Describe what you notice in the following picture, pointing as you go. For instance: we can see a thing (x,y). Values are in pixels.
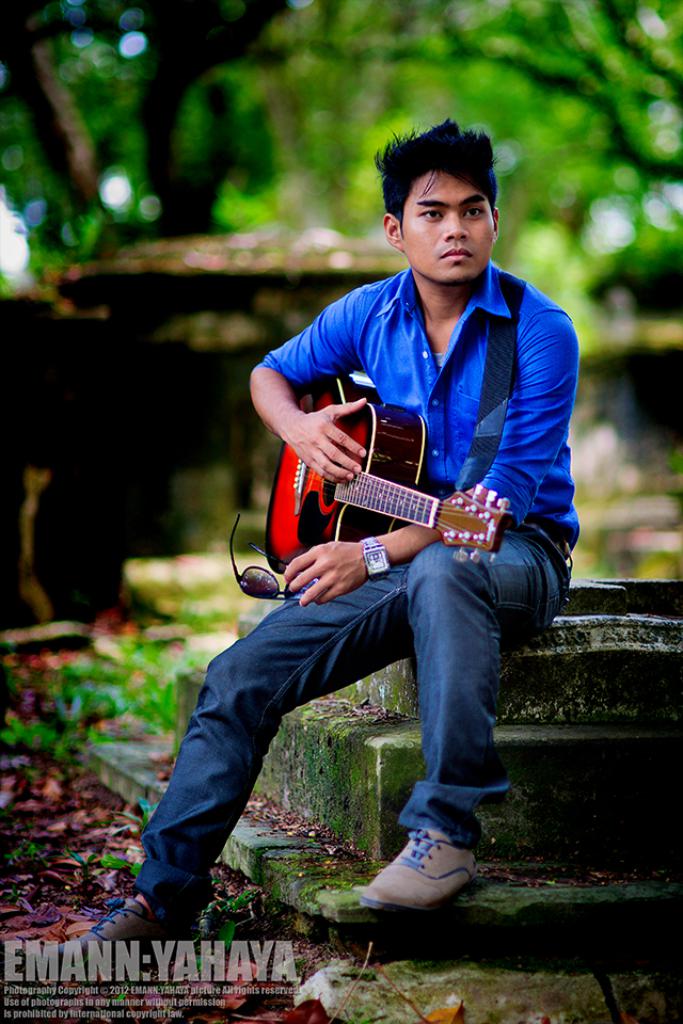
This is a picture of a man (562,409) sitting on a wall (572,707) the man (455,465) is holding the guitar (325,496) and the goggles (250,577). The man (370,583) having a watch (374,553) to his left hand (364,565) background of the man (464,618) there is a trees (315,184) with a blur and there is a water mark (121,976) in the image.
